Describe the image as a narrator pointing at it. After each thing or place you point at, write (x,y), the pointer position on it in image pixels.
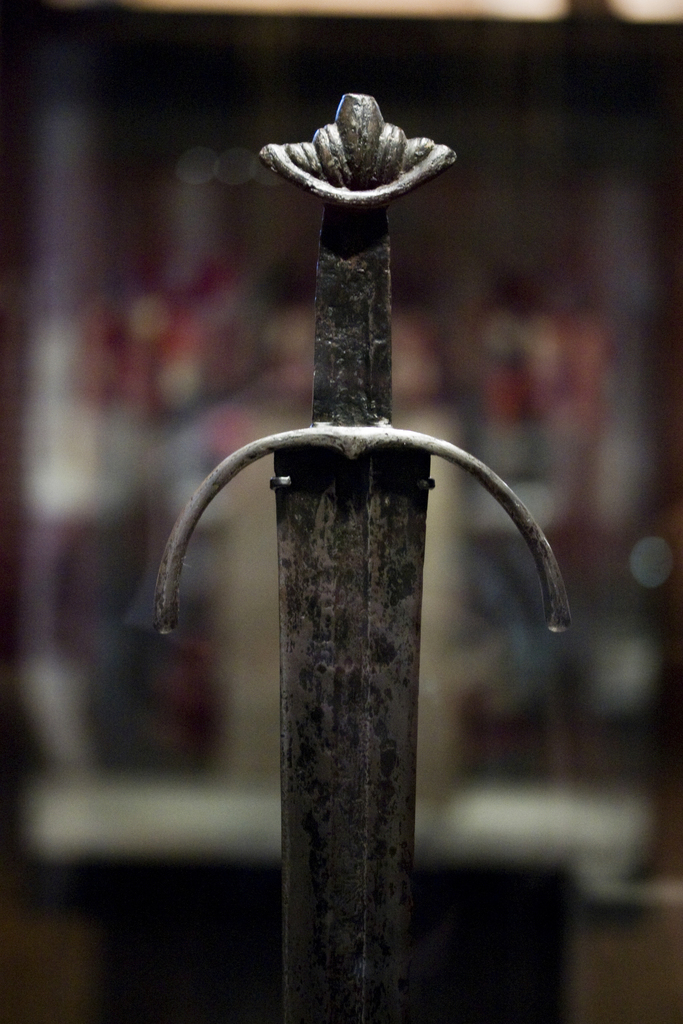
There is a sword (361,442). In the background (533,211) it is blurred.
